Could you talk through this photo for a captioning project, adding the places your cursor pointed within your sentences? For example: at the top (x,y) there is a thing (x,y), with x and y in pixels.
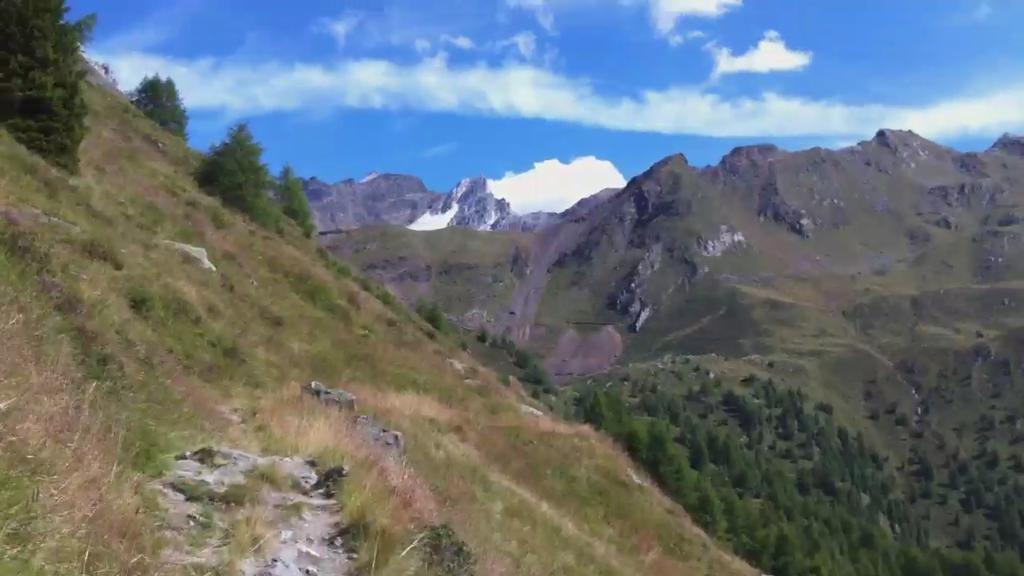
In the picture I can see trees (59,156), the grass (387,464) and mountains (609,384). In the background (326,124) I can see the sky (374,132).
